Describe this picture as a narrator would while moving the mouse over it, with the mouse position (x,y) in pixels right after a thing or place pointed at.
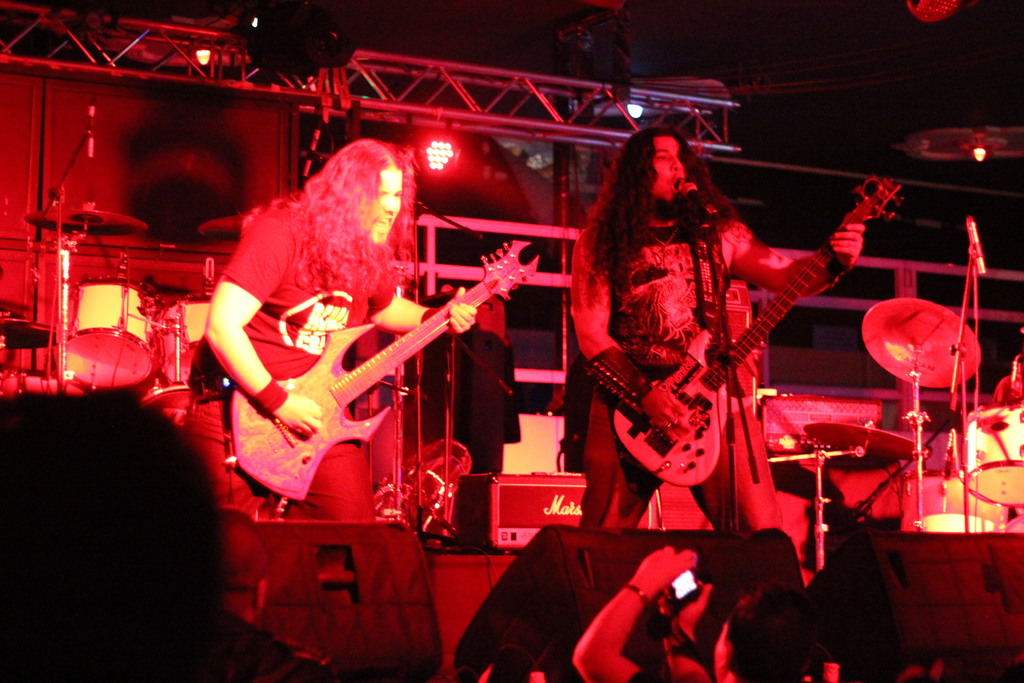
In this image there is a man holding a musical instrument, there is a man (669,202) singing and holding a musical instrument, there is a stage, there are objects (502,511) on the stage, there is a stand (715,240), there is a microphone (687,194), there are musical instruments (895,359) on the stage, there is a man (803,619) towards the bottom of the image (761,641), he is holding an object (686,580), there are persons (748,630) towards the bottom of the image (782,654), there is a wall (156,104), there are lights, there is a speaker (543,596) towards the bottom of the image (744,565).
